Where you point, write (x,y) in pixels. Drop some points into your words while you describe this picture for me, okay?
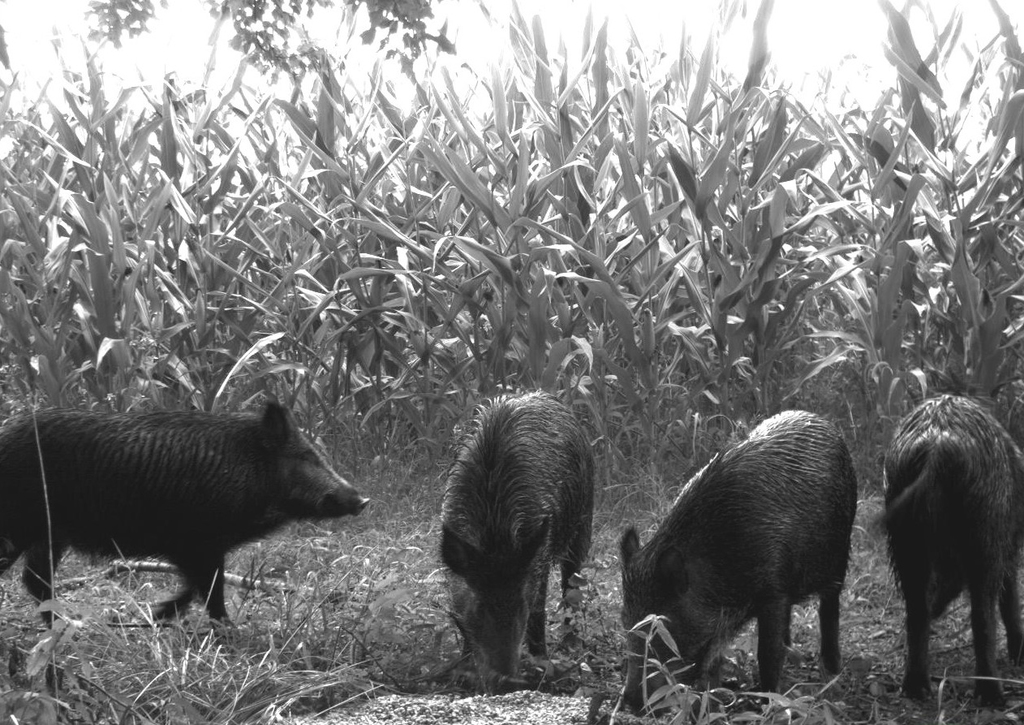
In this picture there are few pigs (463,553) and they are eating grass (374,580) and there are few plants (615,132) in the backdrop (192,317).
